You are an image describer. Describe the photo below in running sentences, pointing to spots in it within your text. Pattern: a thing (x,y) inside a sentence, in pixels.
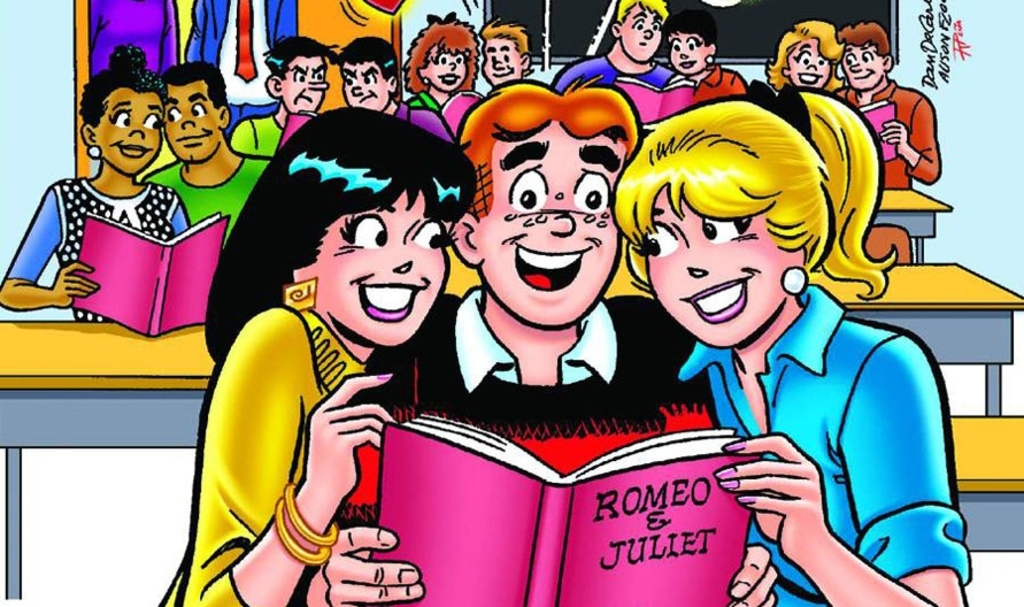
This is an animated image. In this image we can see many people (326,125). Also there are tables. And some are holding books (696,448).
